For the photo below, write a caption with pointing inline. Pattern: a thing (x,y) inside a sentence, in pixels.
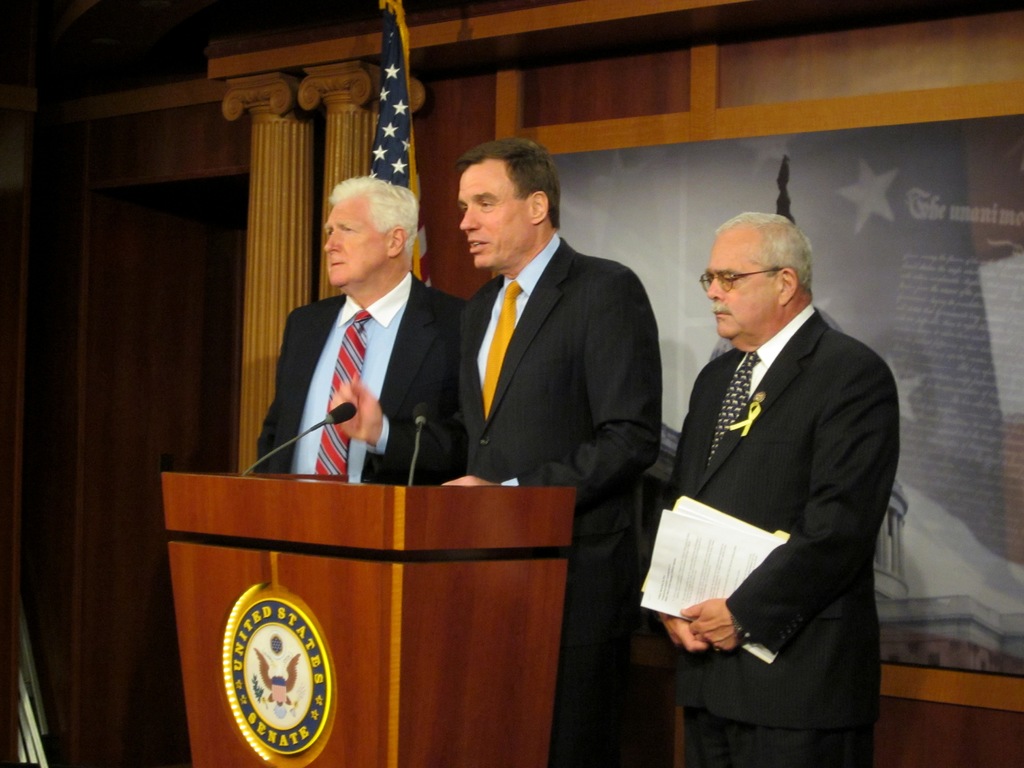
In this image I can see three persons (612,273) standing, the person (805,449) in front (808,475) wearing black blazer (798,411) white shirt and holding few papers (717,556), the person (633,482) in the middle (625,471) wearing black blazer (633,482), blue shirt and yellow tie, and the person (385,395) at left (339,387) wearing black blazer (408,397), blue shirt (340,362) and red and gray tie (338,375). In front (330,506) I can see a podium (367,514) and microphone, background (391,162) I can see a flag (399,174) and wooden wall (504,138) in brown color.
